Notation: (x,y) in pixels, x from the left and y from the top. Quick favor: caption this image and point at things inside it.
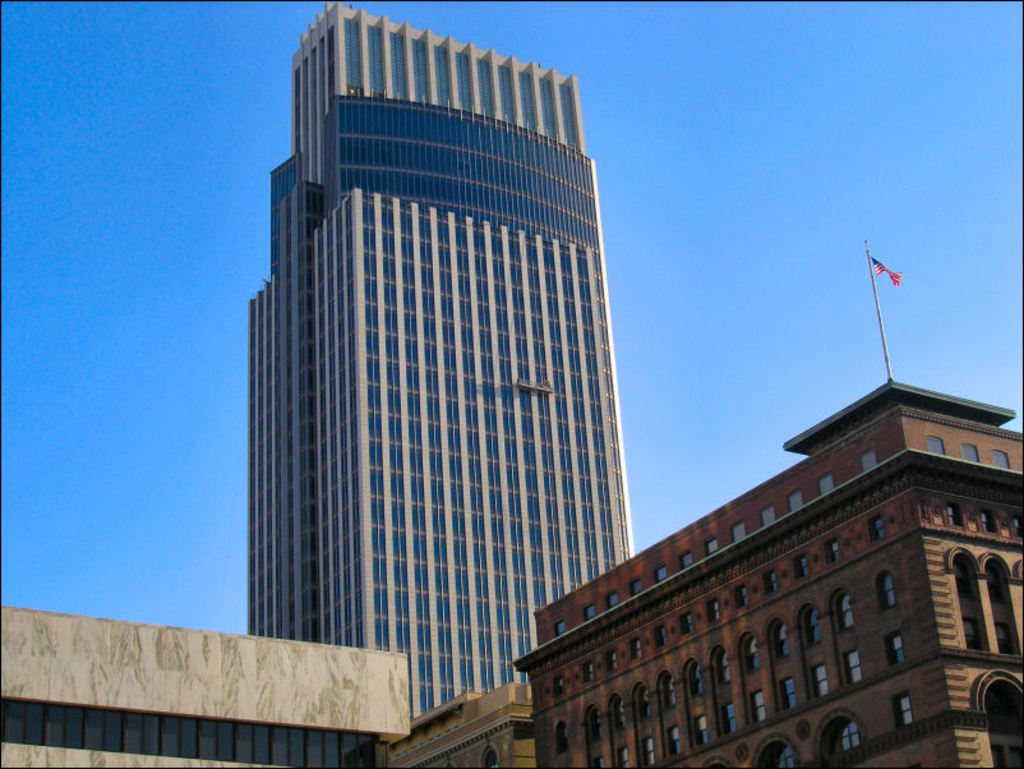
In the image in the center (546,361) we can see the sky (980,56), buildings (721,565), windows (482,655), flag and wall (94,650).
